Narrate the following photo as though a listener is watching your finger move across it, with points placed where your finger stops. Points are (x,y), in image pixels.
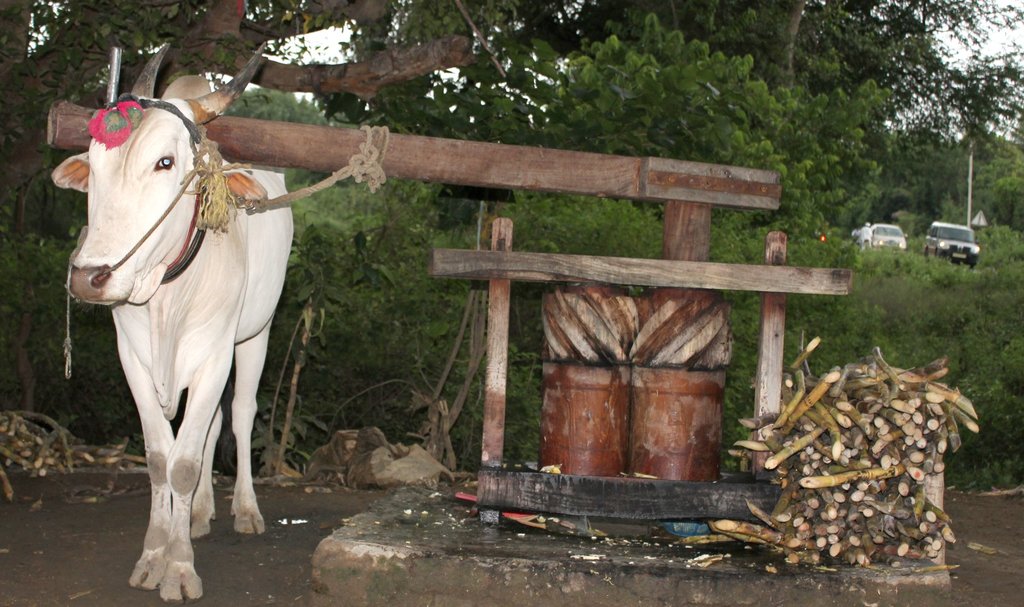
In this picture, there is a cow (194,502) towards the left (271,246) and it is tied to a wooden pole (324,156) which is attached to the wooden mixer (676,395). Towards the left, there is a tree (312,88). Towards the right (842,467), there is a sugarcane (860,452). On the top (963,46), there is a sky (958,68). Towards the right (936,250), there are vehicles (887,248).
